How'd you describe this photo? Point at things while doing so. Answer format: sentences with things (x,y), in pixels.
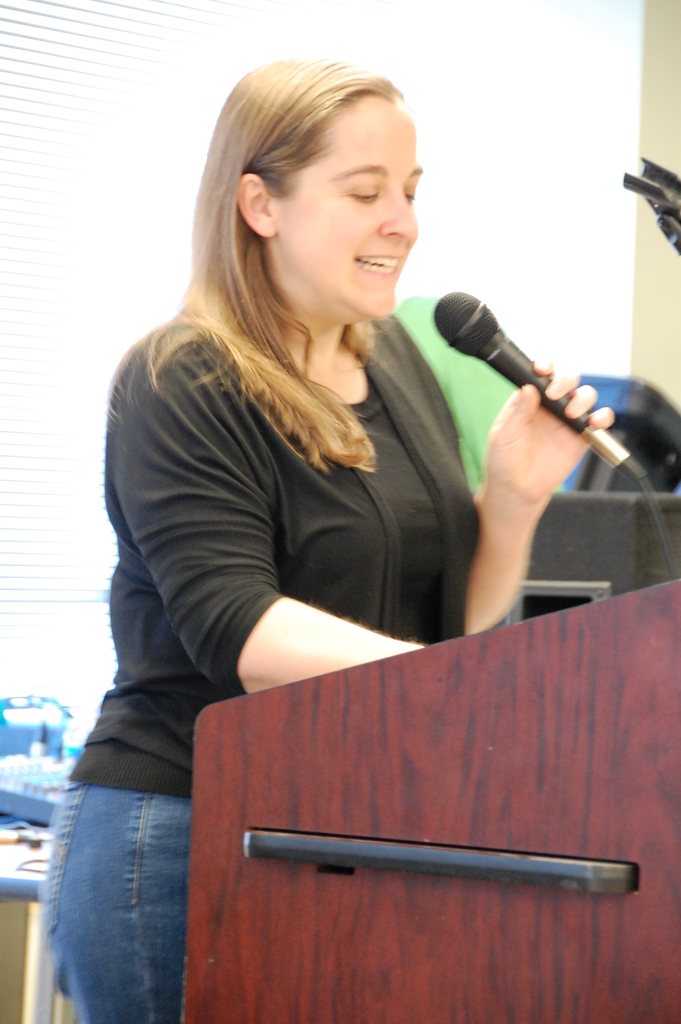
In this image I can see a woman (187,358) is standing and holding a mic (466,329). I can see she is wearing a black top (220,652) and blue jeans (120,888).
